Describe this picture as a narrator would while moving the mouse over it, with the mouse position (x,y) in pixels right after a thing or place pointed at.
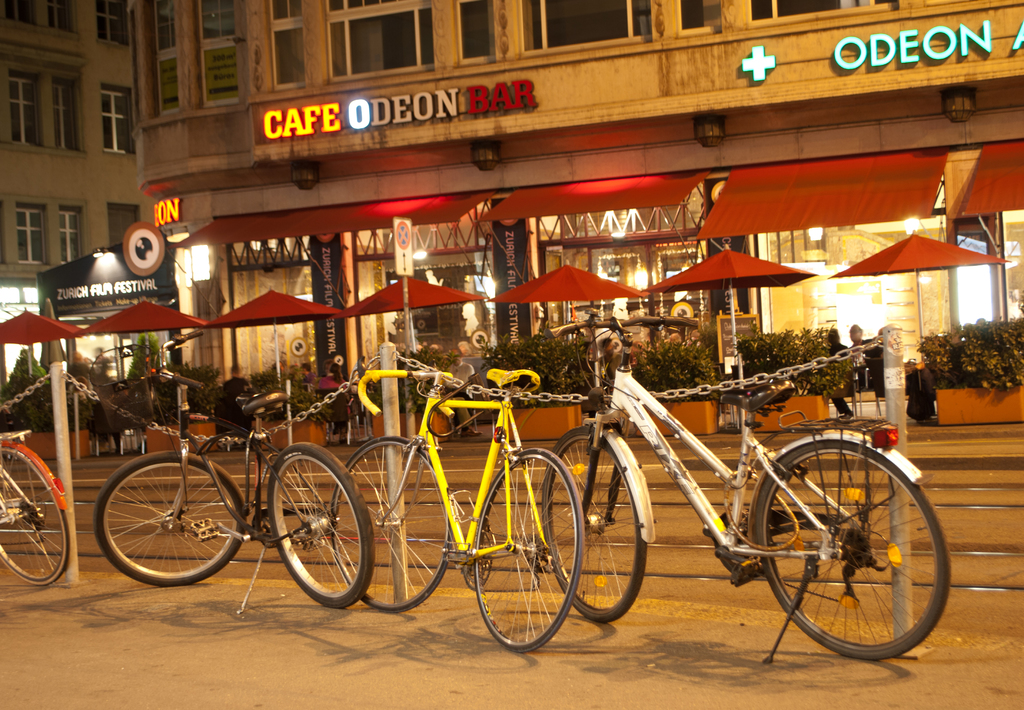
This image is clicked on the road (700,481). In the foreground (293,633) there are cycles (513,484) parked on the walkway (392,592). Beside the walkway (467,628) there is a road (483,453). On the other side of the road (477,465) there are table umbrellas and flower pots (695,384). In the background (394,101) there are buildings (255,134). There are boards (767,60) with text (875,45) on the buildings (665,79).
